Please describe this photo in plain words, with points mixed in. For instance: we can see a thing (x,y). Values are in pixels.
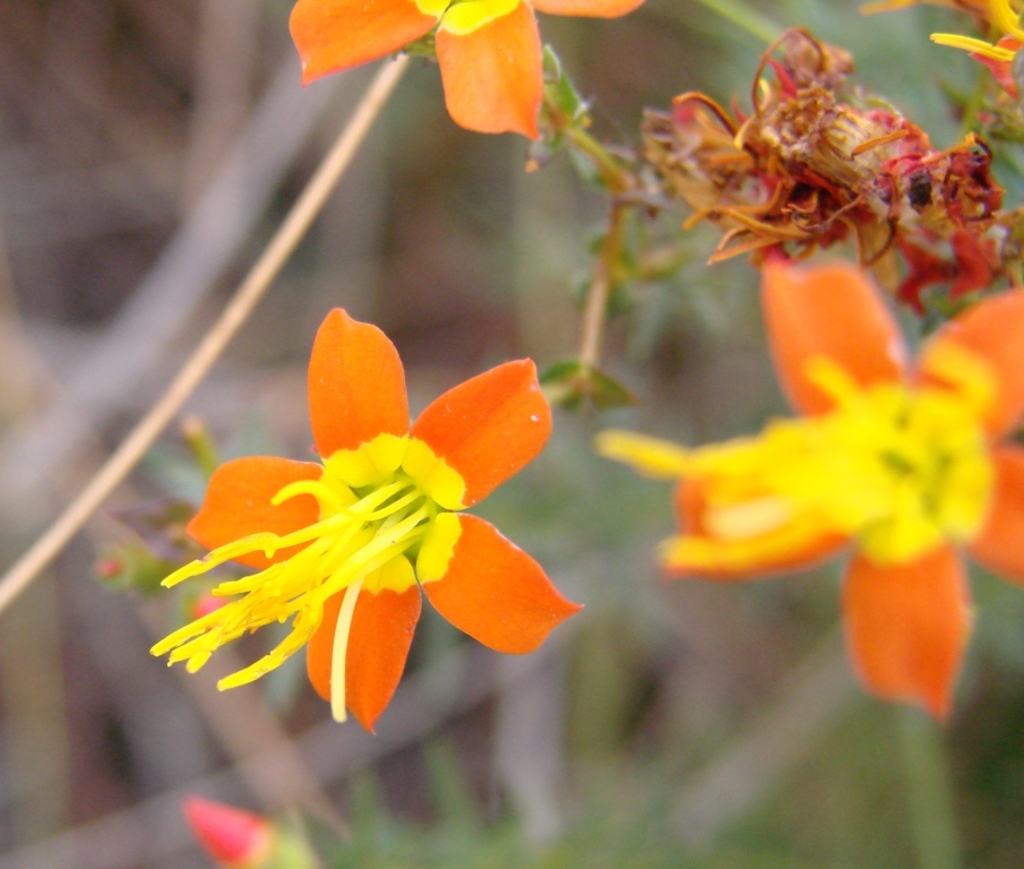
In this picture, we see the plants (738,169) which have flowers (702,473). These flowers (494,96) are in orange and yellow color. At the bottom (237,825), we see the bud (261,855) in pink color. In the background (583,334), it is blurred.
